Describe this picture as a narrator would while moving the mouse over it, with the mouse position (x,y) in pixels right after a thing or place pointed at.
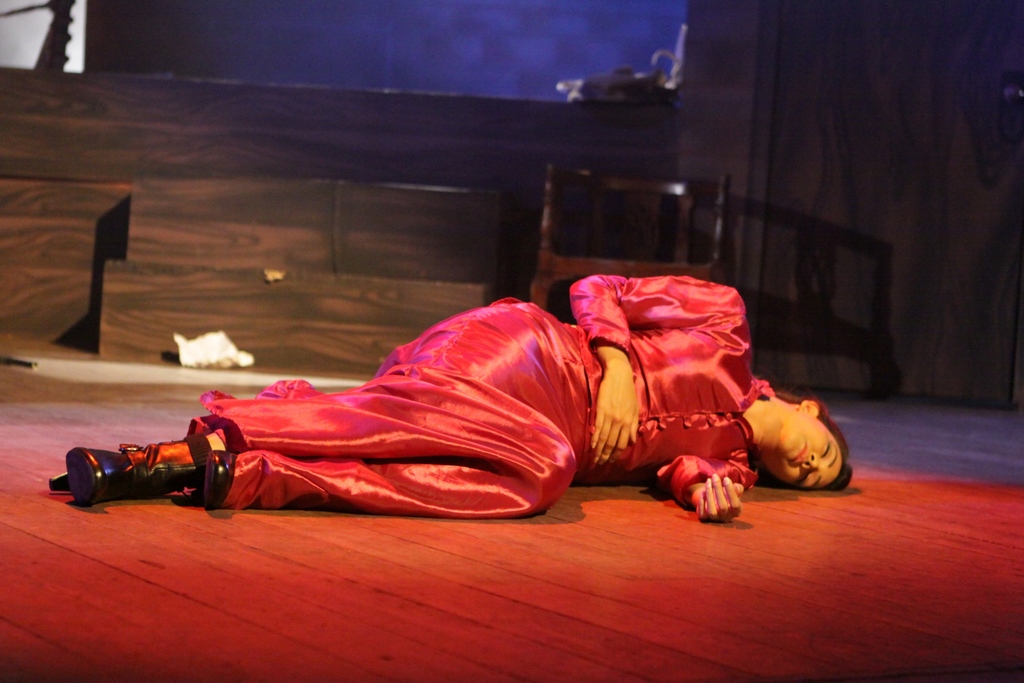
In this picture we can observe a woman (555,351) wearing red color dress (418,423) and laying on the floor (313,533). In the background (359,299) we can observe a wooden wall (339,167). There is a chair (549,242).
